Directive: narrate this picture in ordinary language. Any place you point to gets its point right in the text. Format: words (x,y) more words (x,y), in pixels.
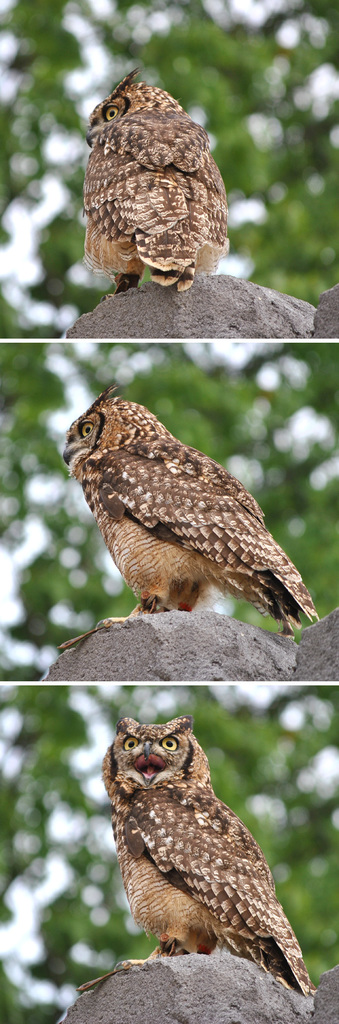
This is a collage picture and in this picture we can see a bird (115,107) on a rock (270,641) and in the background (51,79) we can see trees (295,730) and it is blurry.
